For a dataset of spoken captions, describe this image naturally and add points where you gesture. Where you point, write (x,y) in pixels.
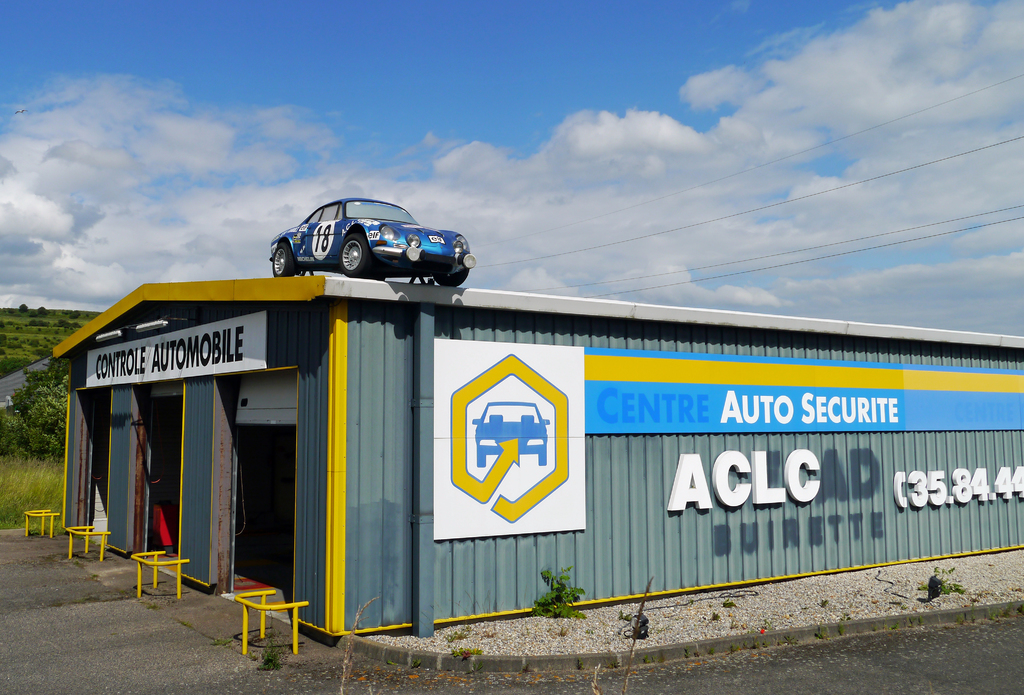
In this image we can see an automobile center (487,408) and on the roof top (330,291) there is a blue color car (385,250). Image also consists of trees (55,410), grass (13,505) and some plants (552,610). At the top (531,49) there is a sky (547,88) with clouds (771,136). We can also see some electrical wires (785,201).
